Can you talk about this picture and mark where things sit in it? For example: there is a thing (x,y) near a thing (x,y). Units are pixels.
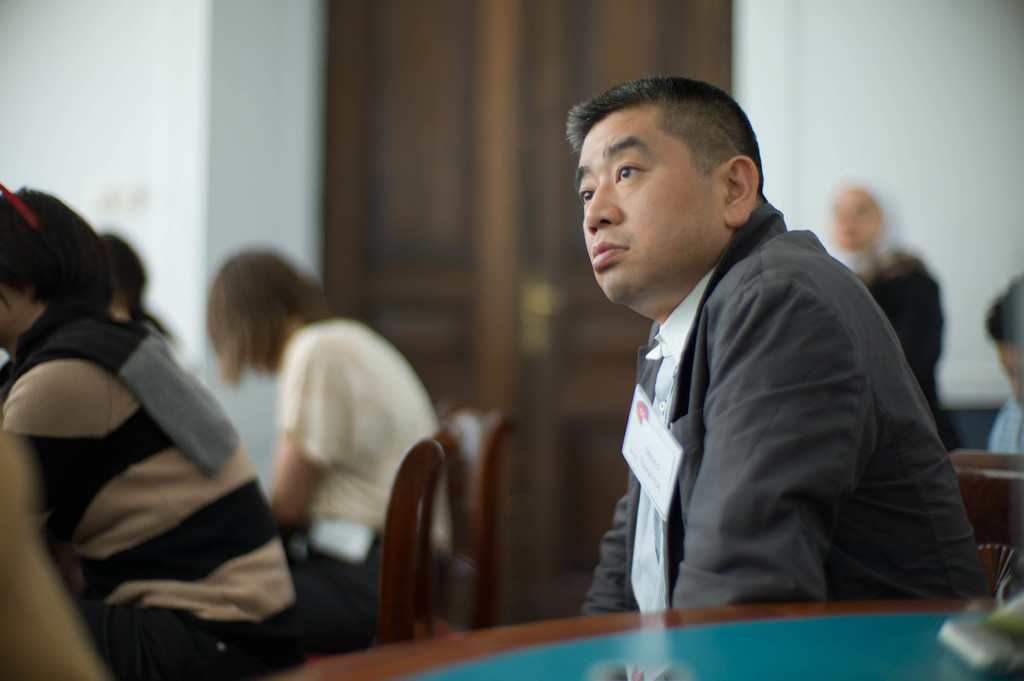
In this image there is man (662,306) who is sitting on a chair (1005,528) and he is looking toward the left. On the left (144,456) there is a woman (242,535) and she is wearing t-shirt (134,552).
